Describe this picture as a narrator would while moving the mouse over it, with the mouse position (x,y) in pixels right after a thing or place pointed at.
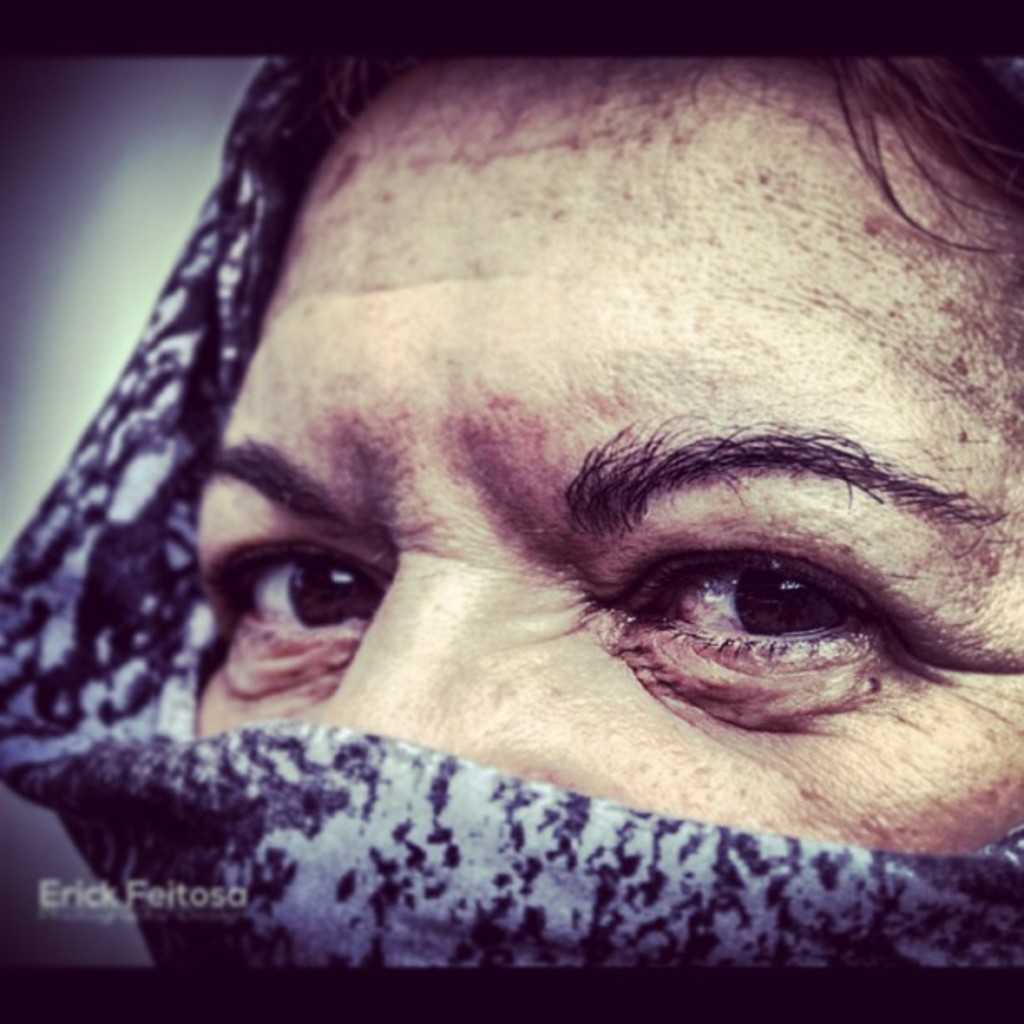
In the picture we can see a photograph (745,655) of a person's face (450,594), which is half covered with a cloth (338,938) and we can see eyes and some part of the hair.
